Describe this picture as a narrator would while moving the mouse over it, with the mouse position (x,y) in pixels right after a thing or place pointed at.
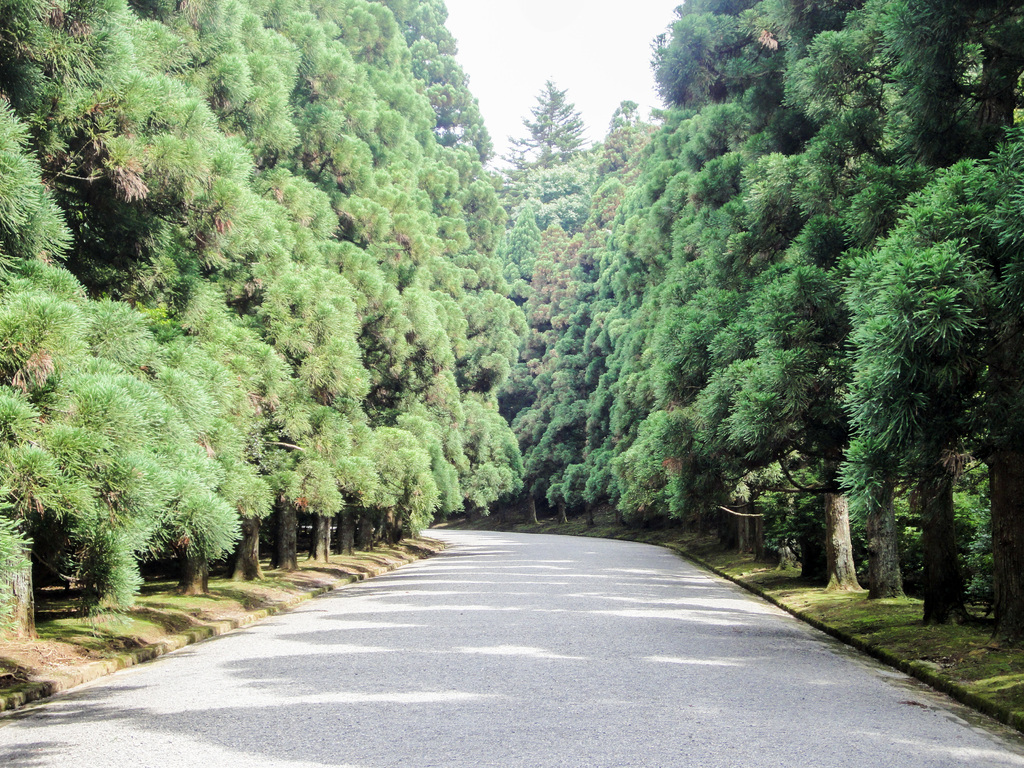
In this image I can see a road (419,644) in the centre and on the both sides of the road (594,598) I can see grass (805,609) and number of trees (568,285). I can also see shadows (553,547) on the ground (573,552) and on the top side of this image (577,78) I can see the sky (642,36).
